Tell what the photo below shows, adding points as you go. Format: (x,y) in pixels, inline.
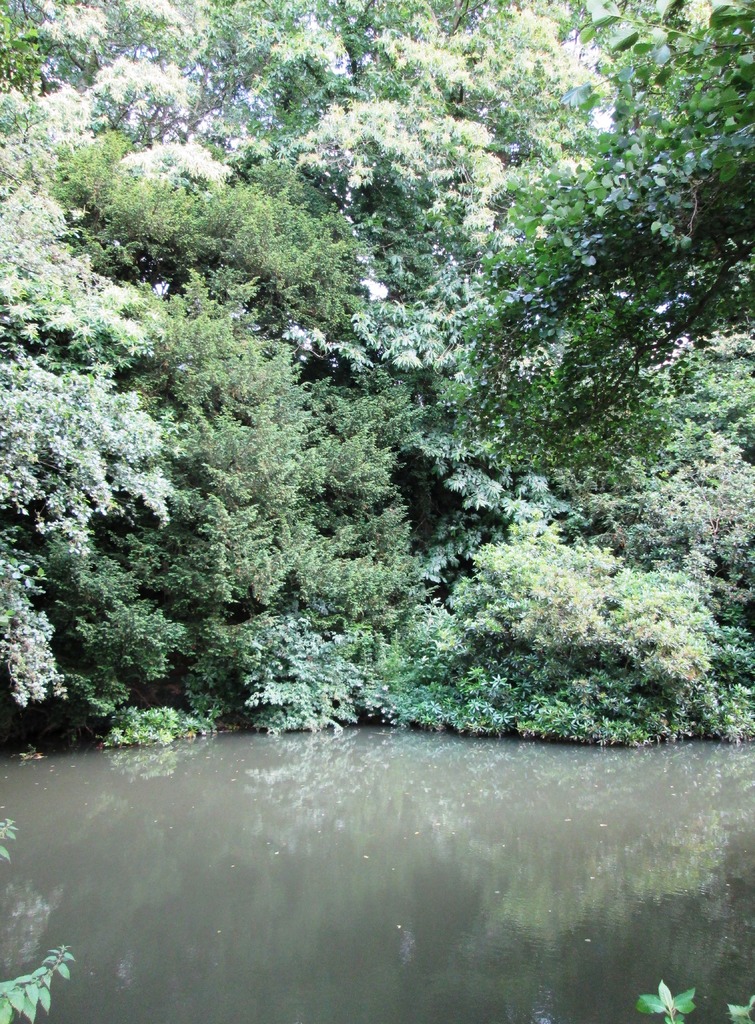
In this picture we can see a water (47,886) and a few trees (300,145) in the background (536,176).
